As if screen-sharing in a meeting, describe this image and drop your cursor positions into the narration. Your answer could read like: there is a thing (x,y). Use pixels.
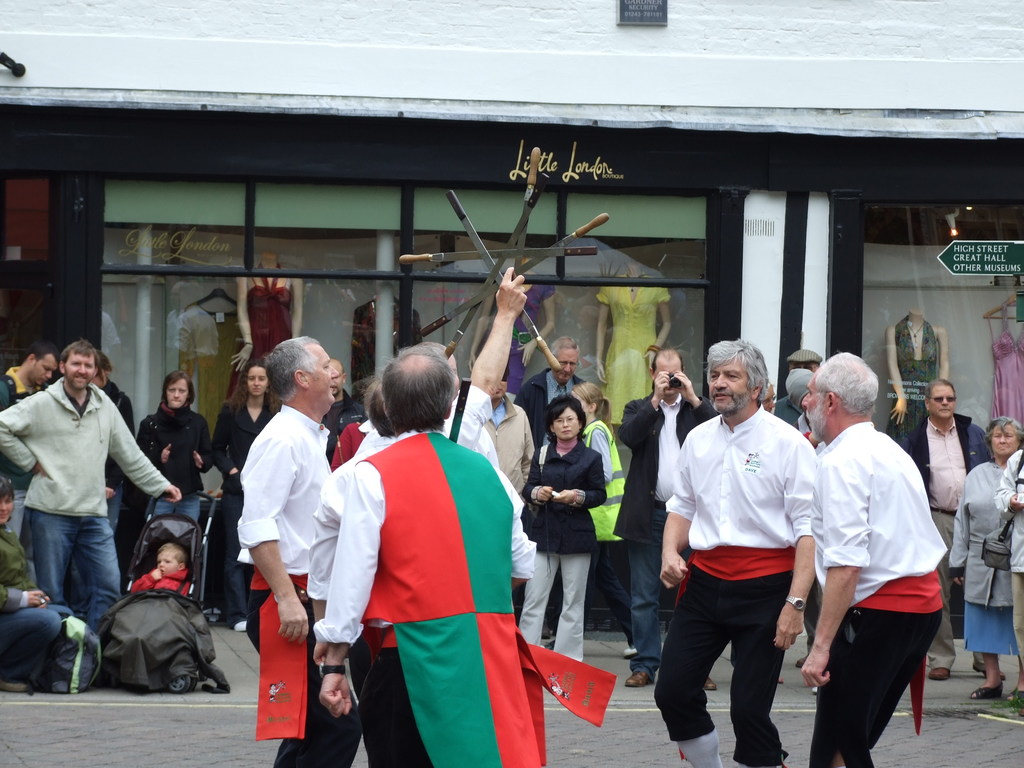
People (877,505) are standing on the road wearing white shirts (796,498) and black pants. The person (508,318) at the center (496,496) is holding something in his hand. people (563,432) are standing at the back (189,444) and watching them. A baby (177,574) is present in a stroller (196,522). There are buildings (587,175) at the back (782,173). There are mannequins (607,354) inside the building (953,378).
